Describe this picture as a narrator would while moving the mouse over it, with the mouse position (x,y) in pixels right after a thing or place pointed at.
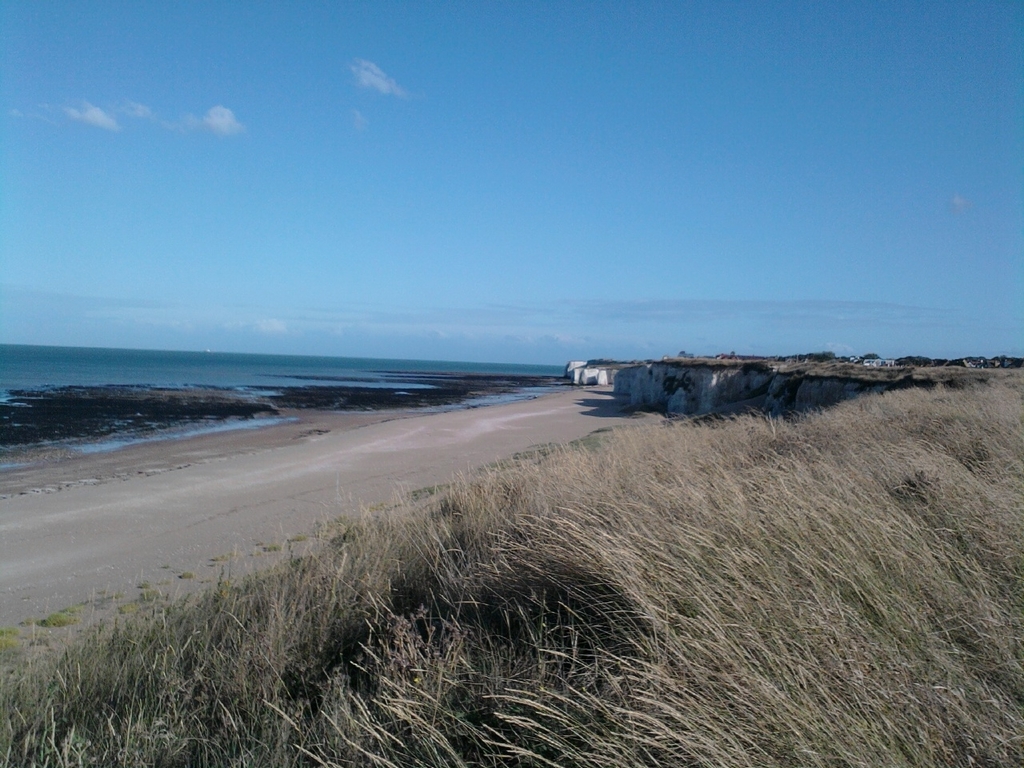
In this image we can see grass (580,630), sand (284,539), cliffs (761,391), water (70,362) and sky (388,154) with clouds (293,311) in the background (384,273).
